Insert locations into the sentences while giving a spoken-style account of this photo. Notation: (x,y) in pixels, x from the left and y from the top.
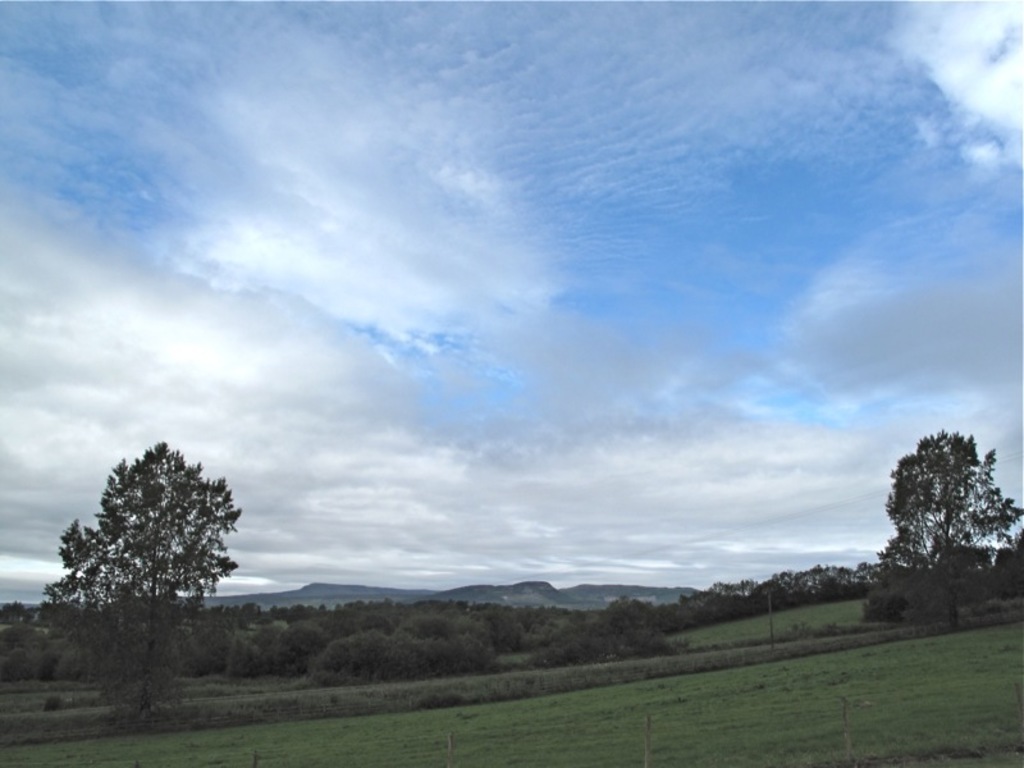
There is a meadow (574,681). In the back (398,627) there are trees (646,614) and sky (428,373) with clouds (373,391).
